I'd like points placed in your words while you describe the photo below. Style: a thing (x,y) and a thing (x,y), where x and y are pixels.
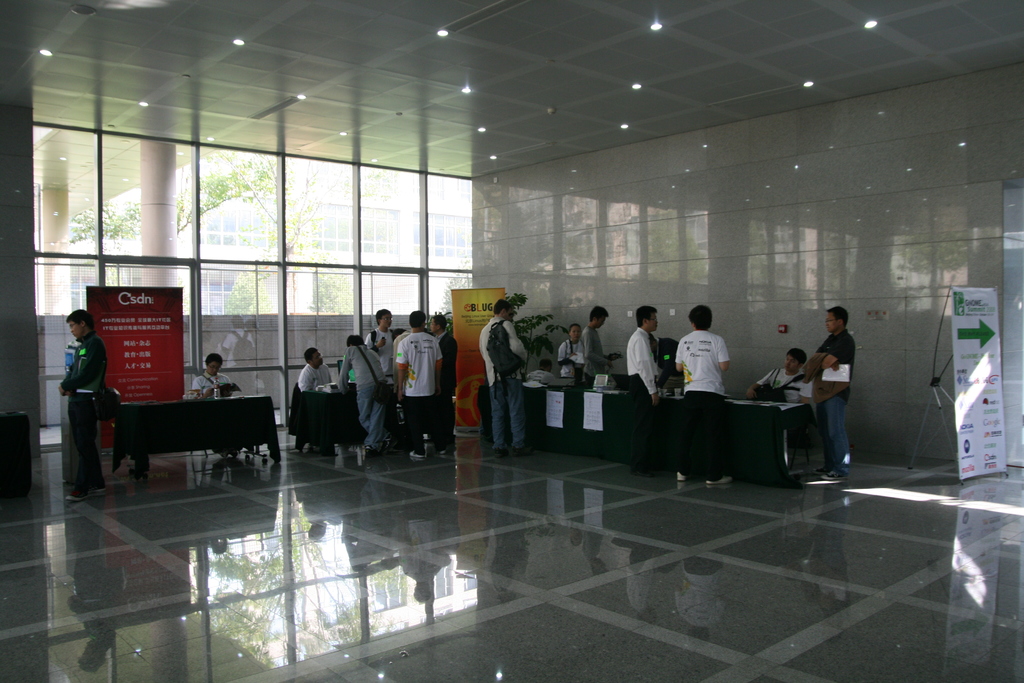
In this picture there are few persons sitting in chairs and there is a table (753,415) in front of them which has few objects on it and there are few persons (510,398) standing in front of them and there are few banners (456,316) and trees (292,193) in the background (231,194).
